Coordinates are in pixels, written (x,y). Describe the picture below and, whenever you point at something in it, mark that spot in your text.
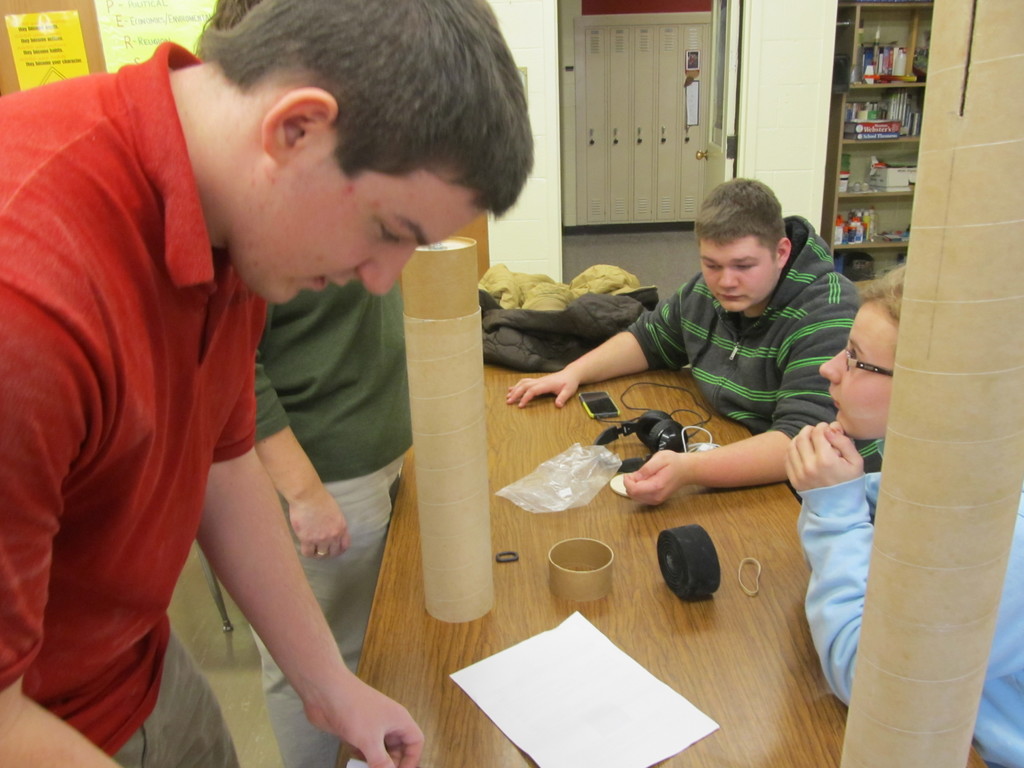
In this image there are few people (763,475) around the table (670,375), on the table (697,437) there are small circular barrels (595,558), a headset (679,445), a mobile phone (607,411), a paper (606,666) and some other objects (545,312), there are few objects (873,124) arranged in the shelves (838,112), a door (733,122), few posters (104,32) attached to the wall (100,64) and a cup board (680,127).
